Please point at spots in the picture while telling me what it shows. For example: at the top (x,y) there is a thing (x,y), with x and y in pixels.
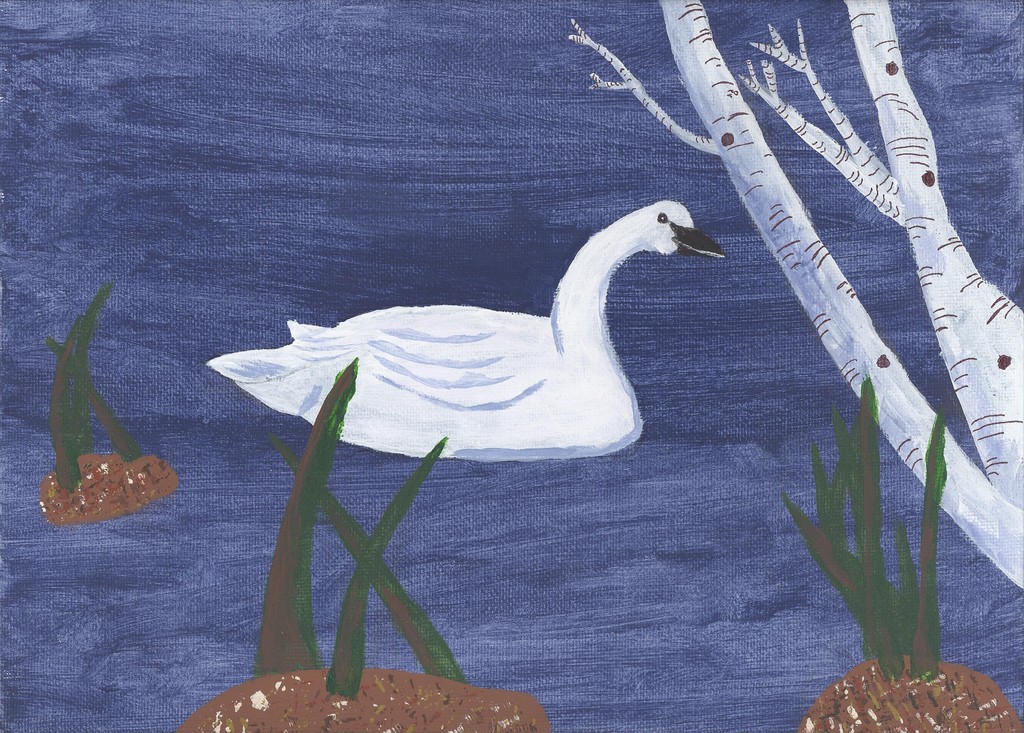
This is a painted image as we can see there is a picture of a swan (474,397) in the middle of this image (501,368) and there are some leaves (420,471) and a stem (287,573) of a tree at the bottom of this image (289,604).
